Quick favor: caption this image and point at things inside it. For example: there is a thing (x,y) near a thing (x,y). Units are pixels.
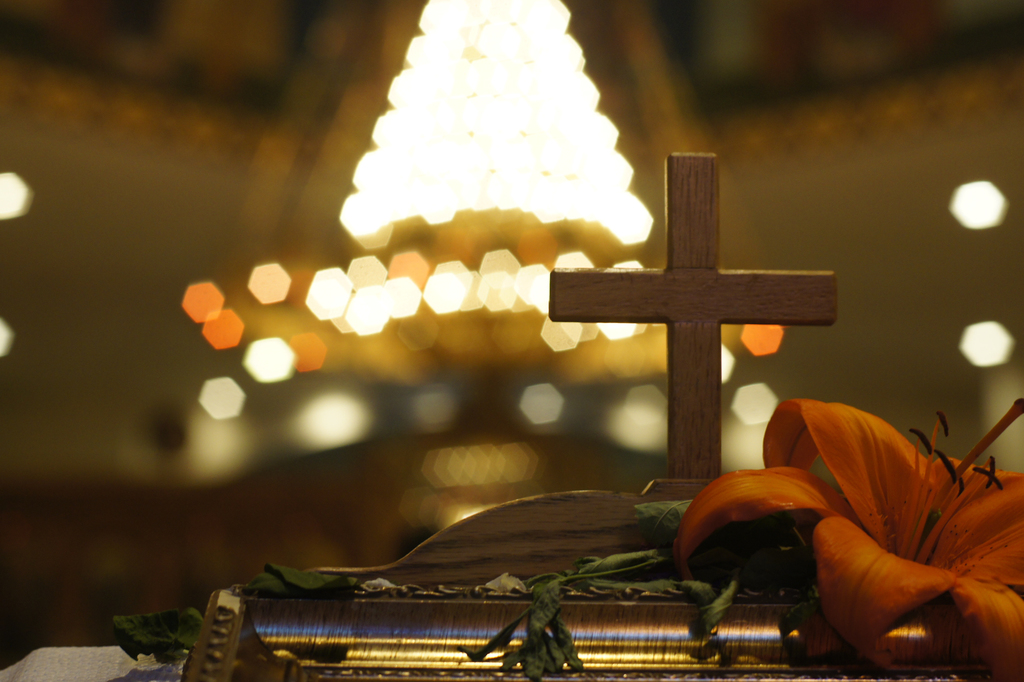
In this image I can see an orange colour flower (798,422), few green leaves (666,554), a cross (668,444) and a brown colour thing (595,524) in the front (857,657). In the background (551,135) I can see number of lights (369,191) and I can also see this image is little bit blurry.
